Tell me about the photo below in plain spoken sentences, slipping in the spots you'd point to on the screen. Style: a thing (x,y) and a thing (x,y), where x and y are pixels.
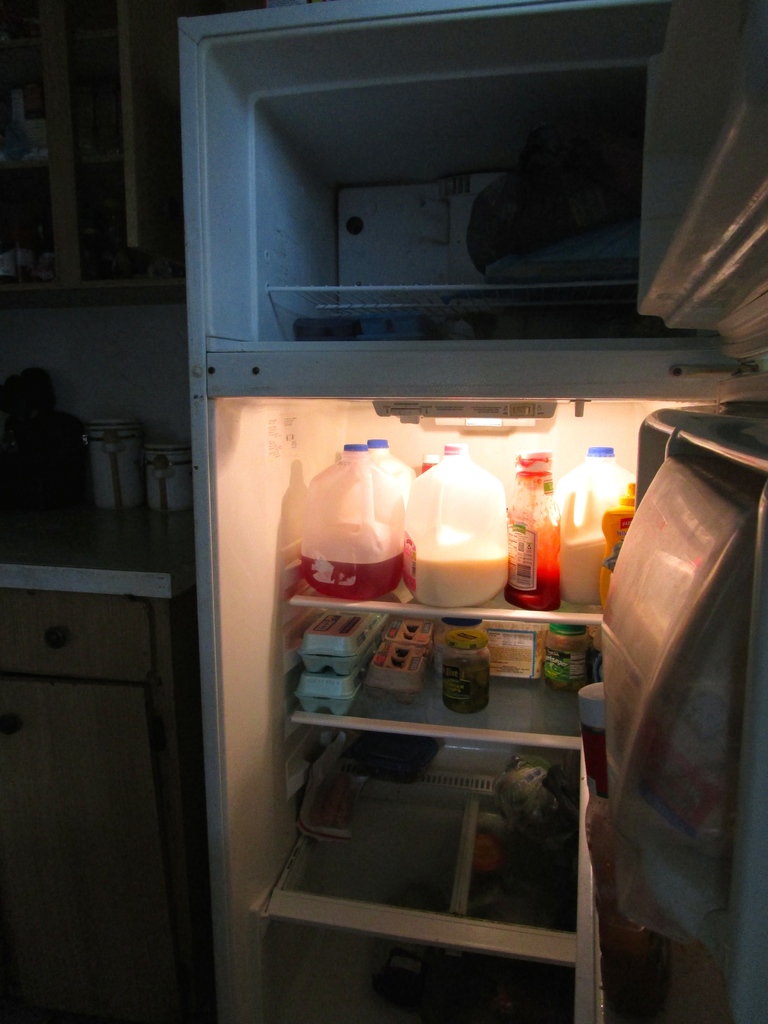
In the foreground of this image (276,405), there is a fridge (384,840). On the right (730,185), there are doors (726,237) of it and we can also see few products (519,581) inside it. On the left (56,686), there is a cupboard (114,715), two tins (157,503) on the table (84,522) and a shelf (121,170) at the top (15,273).
